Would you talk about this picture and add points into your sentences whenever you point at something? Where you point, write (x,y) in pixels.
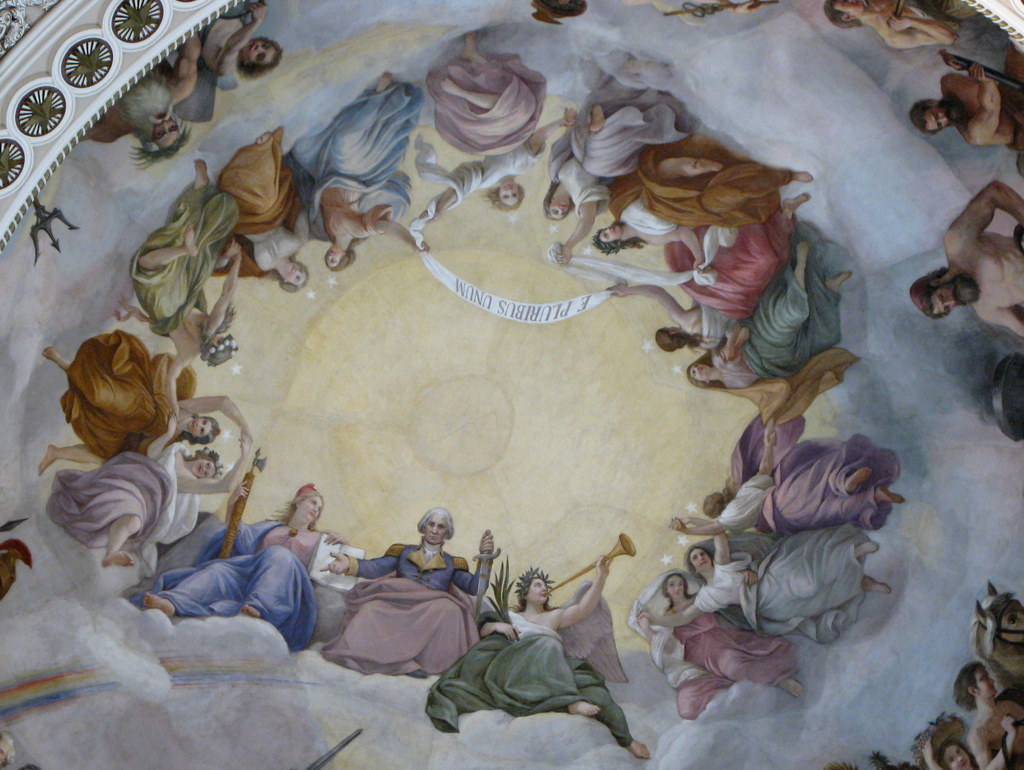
In this picture I can see there is a painting (854,242) of few women (336,140) and men (452,606) on the ceiling wall (528,320). The women (358,223) are wearing dresses (839,505) and holding a ribbon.
